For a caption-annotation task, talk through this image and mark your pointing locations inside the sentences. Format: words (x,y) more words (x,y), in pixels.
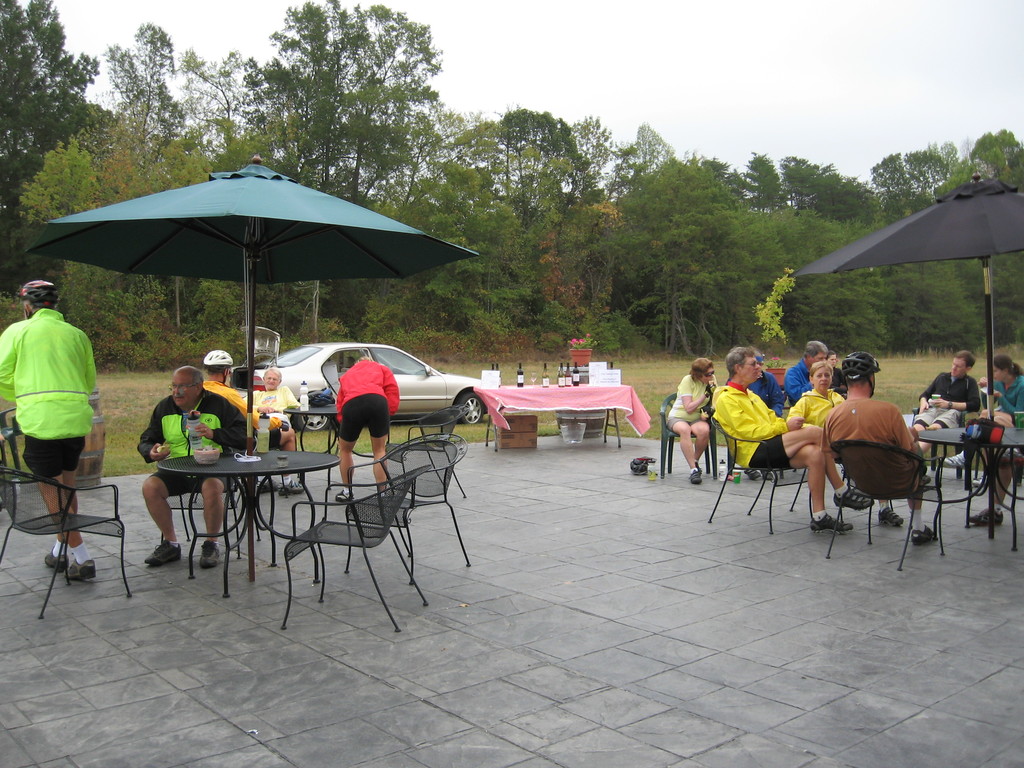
In the middle of the image (354,507) there are few tables (968,498) and chairs (848,485) on the chairs (421,471) few people (1011,423) are sitting. Behind them there is a car (301,362) and grass (635,376). Top of the image (490,149) there are some trees (967,175) and clouds (670,36).
